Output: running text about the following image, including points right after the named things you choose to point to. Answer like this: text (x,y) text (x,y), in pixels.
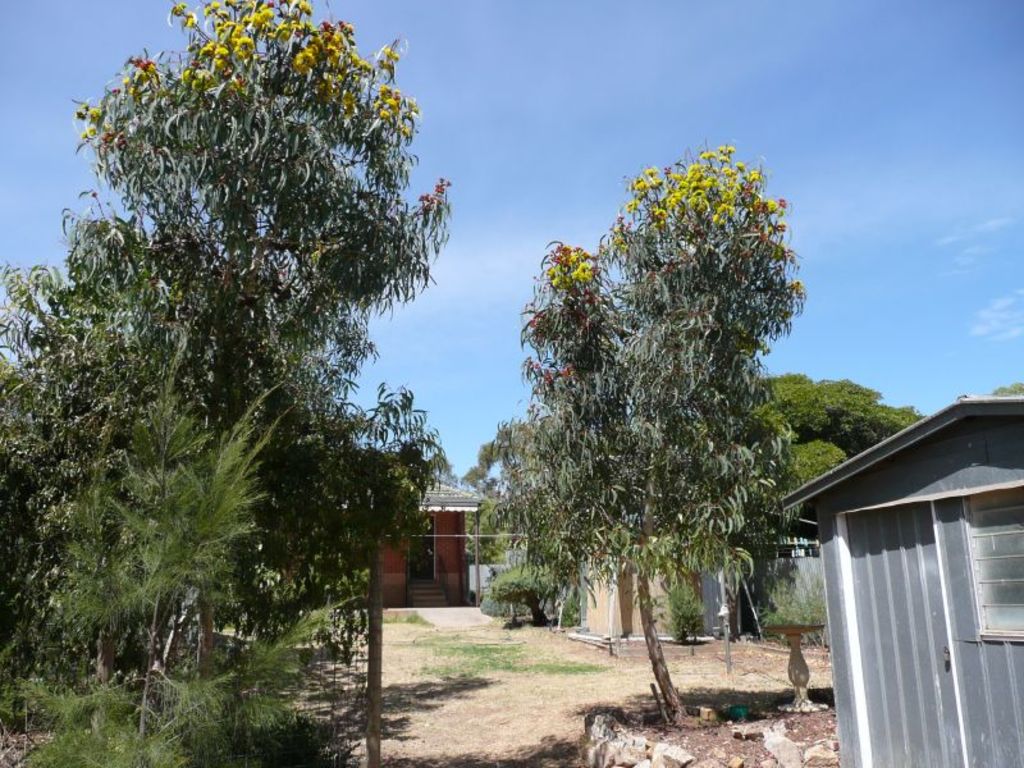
On the right side of the image (864,514) there is a room (864,514) with roof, wall (990,447), door (901,579) and a window (989,577). There are many trees (225,272) in the image. On the ground (575,693) there are stones (618,734). Behind the trees (661,702) there are rooms (446,565) with roofs (438,493), walls (457,526), doors (430,562) and also there are steps (435,598). In the background (592,168) there is sky (526,262).
